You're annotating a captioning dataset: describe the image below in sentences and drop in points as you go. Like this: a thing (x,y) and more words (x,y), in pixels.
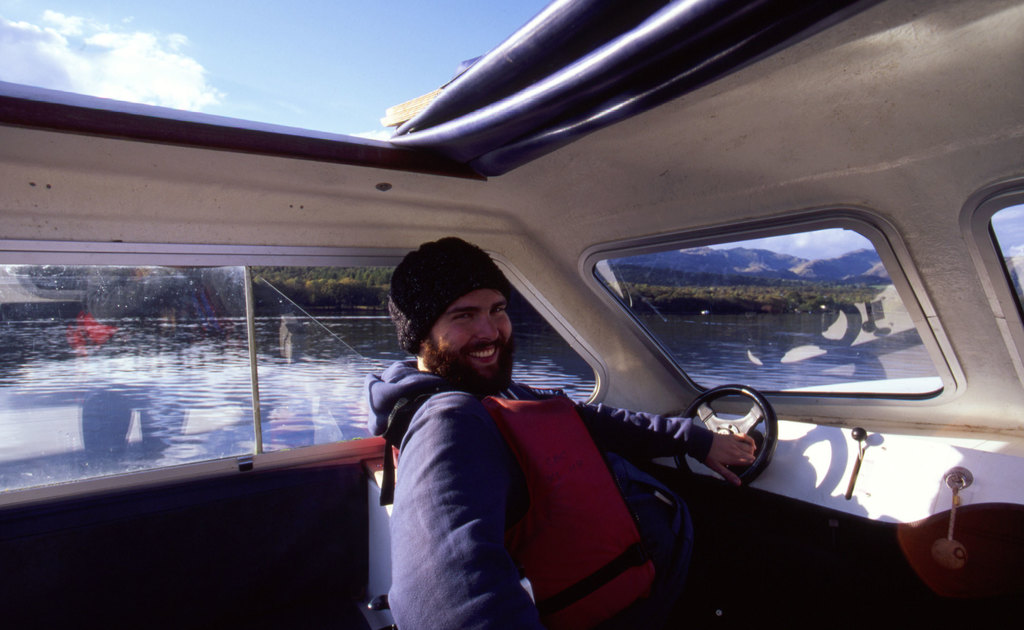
In this image there is one person (485,492) sitting in to the one boat (134,543) and the person (463,339) is wearing a black color cap (432,296) and holding a steering (765,466), and there is a water (717,343) in middle of this image (387,325) and there are some trees (228,310) in the background (632,287) and there are some mountains (729,257) at right side of this image (720,248) and is a cloudy sky (213,51) at top of this image (287,55).
